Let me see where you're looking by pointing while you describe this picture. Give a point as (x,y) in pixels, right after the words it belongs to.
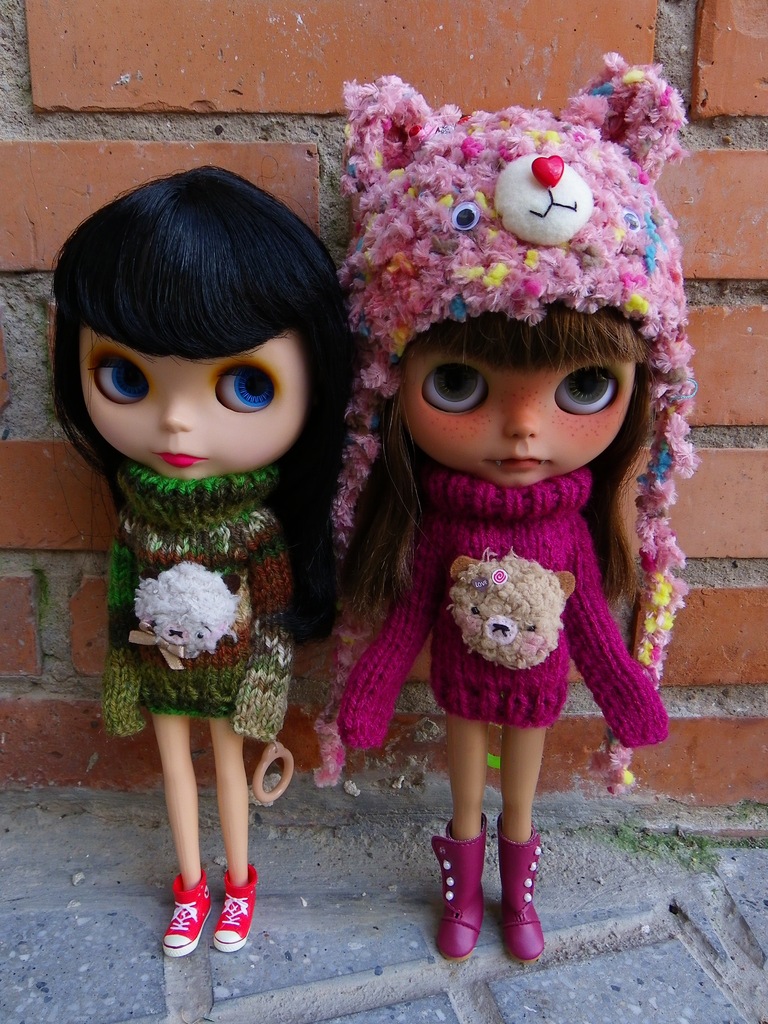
In this image, we can see two dolls (453,652) on the surface (339,905). Background (12,645) there is a brick wall (260,6).
